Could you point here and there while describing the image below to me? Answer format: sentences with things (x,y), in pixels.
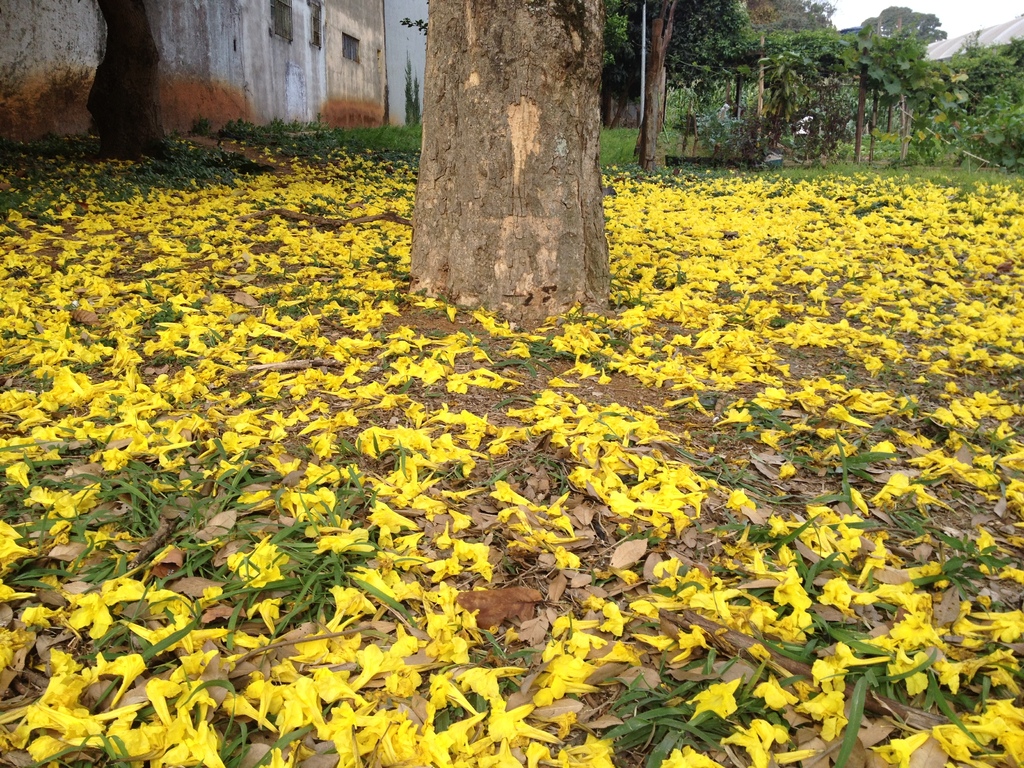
In this image I can see trees (443,111), buildings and wall (208,11). I can see many yellow color flowers (402,628) on the ground (783,559).
